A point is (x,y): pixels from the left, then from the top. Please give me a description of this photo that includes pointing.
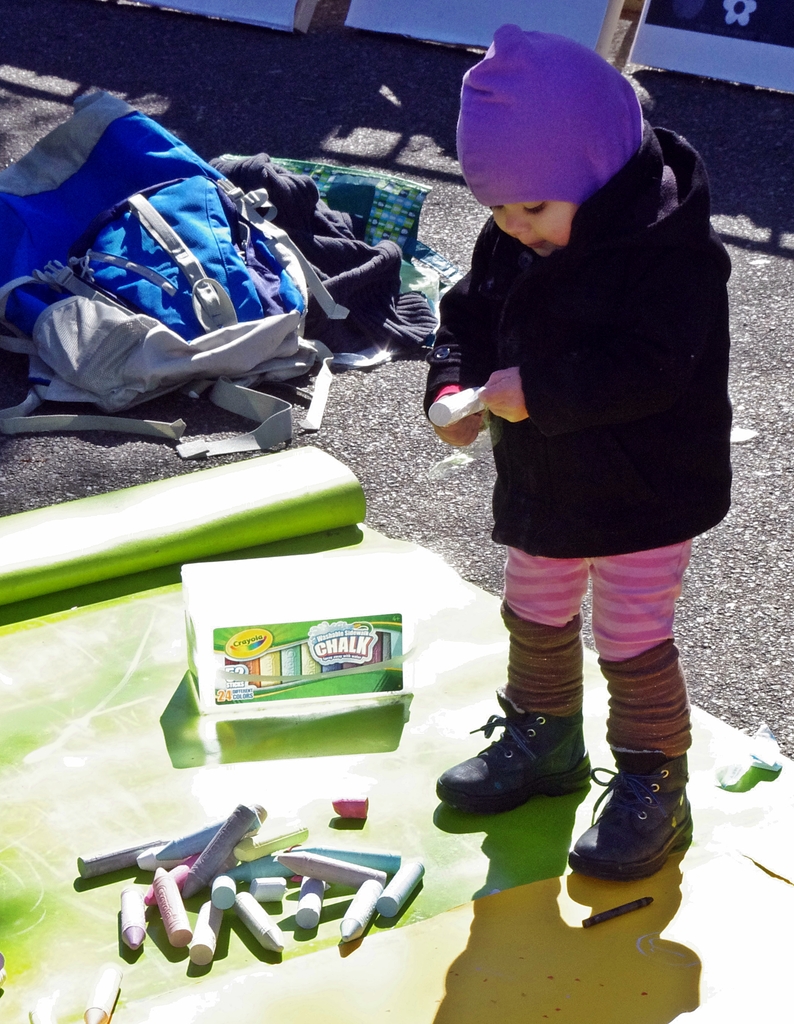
In this image, we can see a kid (590,378) holding an object (433,416) is standing. We can see the ground (444,108) covered with some objects (435,312) like a bag (213,378), some clothes (397,273). We can see the mat (419,839) with some objects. We can also see some white colored objects (487,15) at the top (487,40).
